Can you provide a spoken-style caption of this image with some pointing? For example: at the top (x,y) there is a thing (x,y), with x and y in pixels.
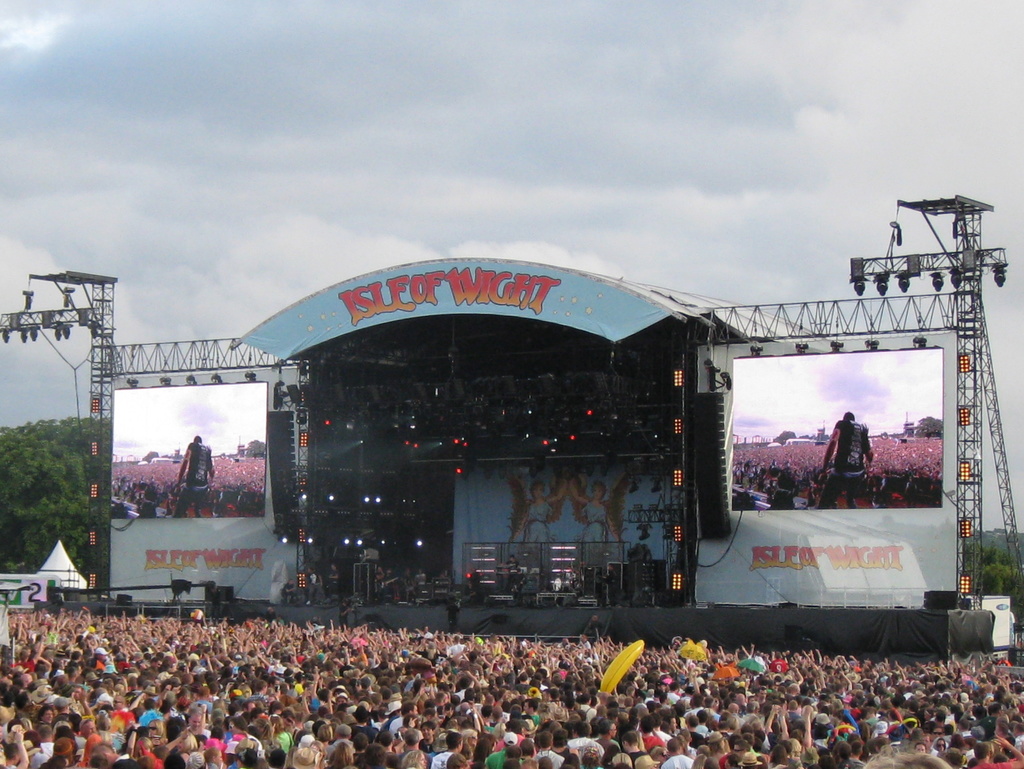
In the image there is a concert going on, in the back (340,456) there is a stage (527,592) with few persons (606,587) playing music instruments (564,581) on it and tv screens (773,443) on either side of it, in the front (286,669) there are many people (444,727) all over the place and above its sky (546,76) with clouds (540,82).
